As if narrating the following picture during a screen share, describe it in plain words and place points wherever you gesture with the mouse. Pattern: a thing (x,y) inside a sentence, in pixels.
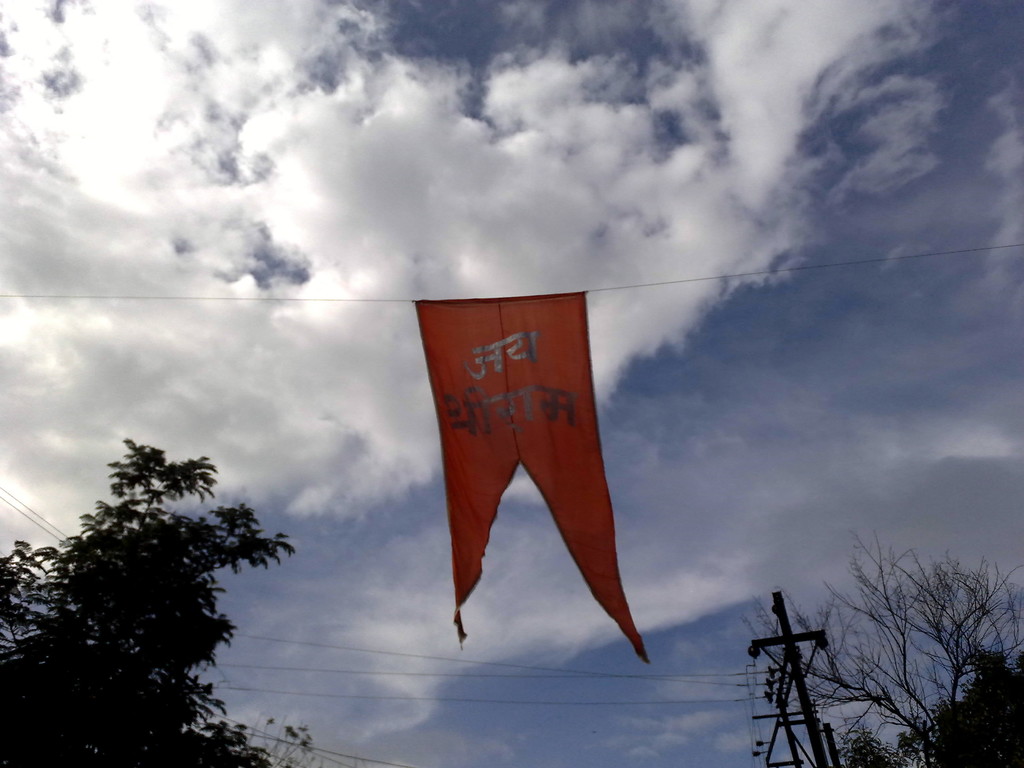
In this picture there is a red color flag (582,362) on the wire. On both the side there is a trees (194,632) and electric pole (765,722). On the top (646,185) there is a sky (604,269) and clouds (514,152).
